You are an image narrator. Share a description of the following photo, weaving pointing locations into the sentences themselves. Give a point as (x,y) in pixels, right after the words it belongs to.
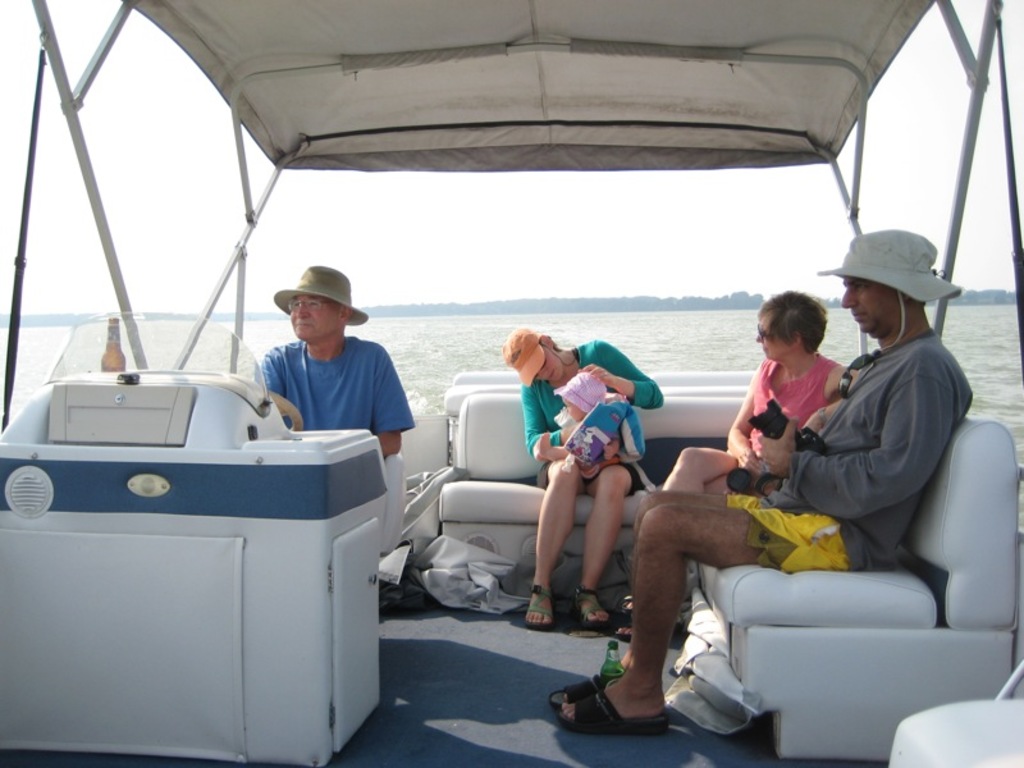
In this picture I can see there is a boat (288,621) and there are few people (838,552) sitting in the boat (409,620). The boat (502,612) is sailing on the water (692,368) and in the backdrop (424,301) the sky (452,297) is clear.
